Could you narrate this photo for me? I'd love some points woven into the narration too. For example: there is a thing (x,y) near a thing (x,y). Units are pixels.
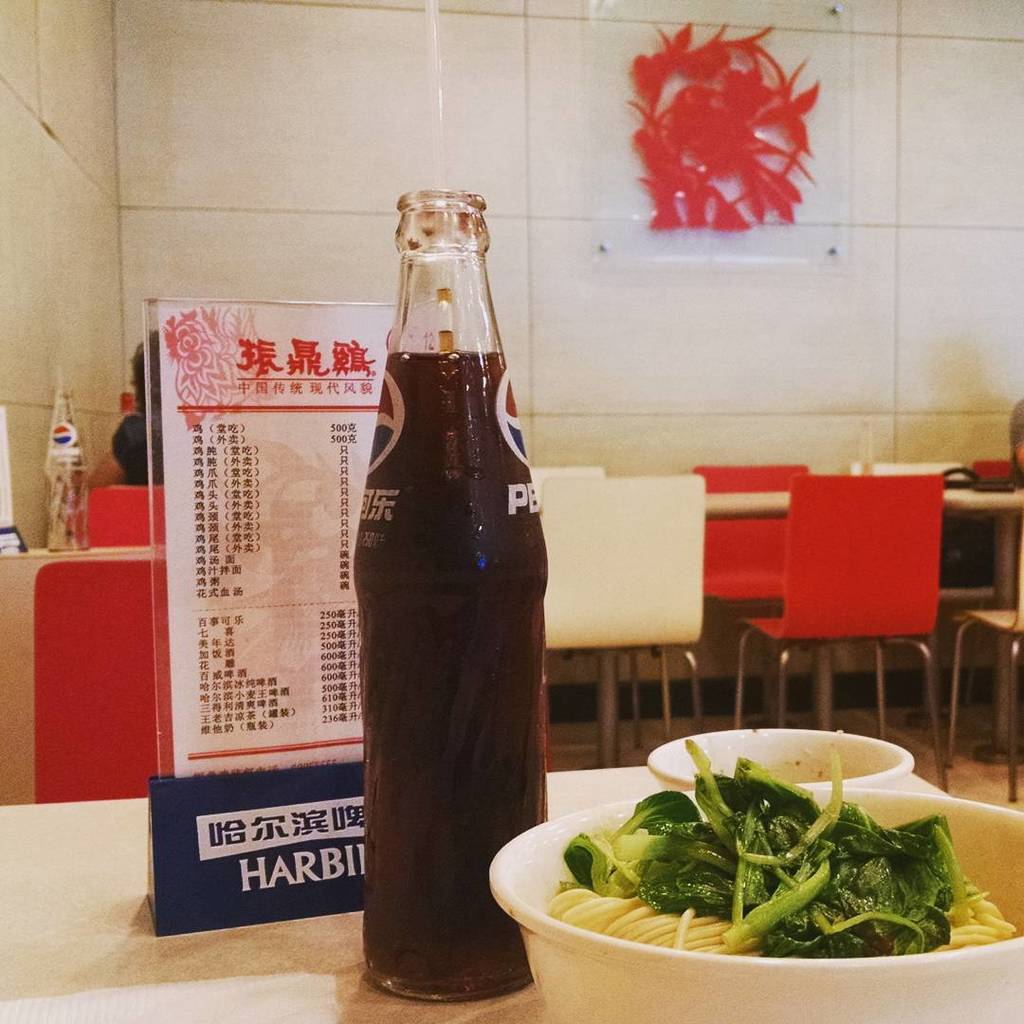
In this picture, it looks like a table (355,984) and on the table (362,1009) there is a bottle (440,729), bowls (682,754) and a menu card (237,717). In the bowl (693,978) there is a food item (624,864). Behind the menu card (271,676) there are chairs (559,504), tables (725,504) and there is a glass bottle (52,476) on the table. Behind the chairs (581,514) there's a wall (223,110) with a transparent material (660,141) with a design (724,159).
